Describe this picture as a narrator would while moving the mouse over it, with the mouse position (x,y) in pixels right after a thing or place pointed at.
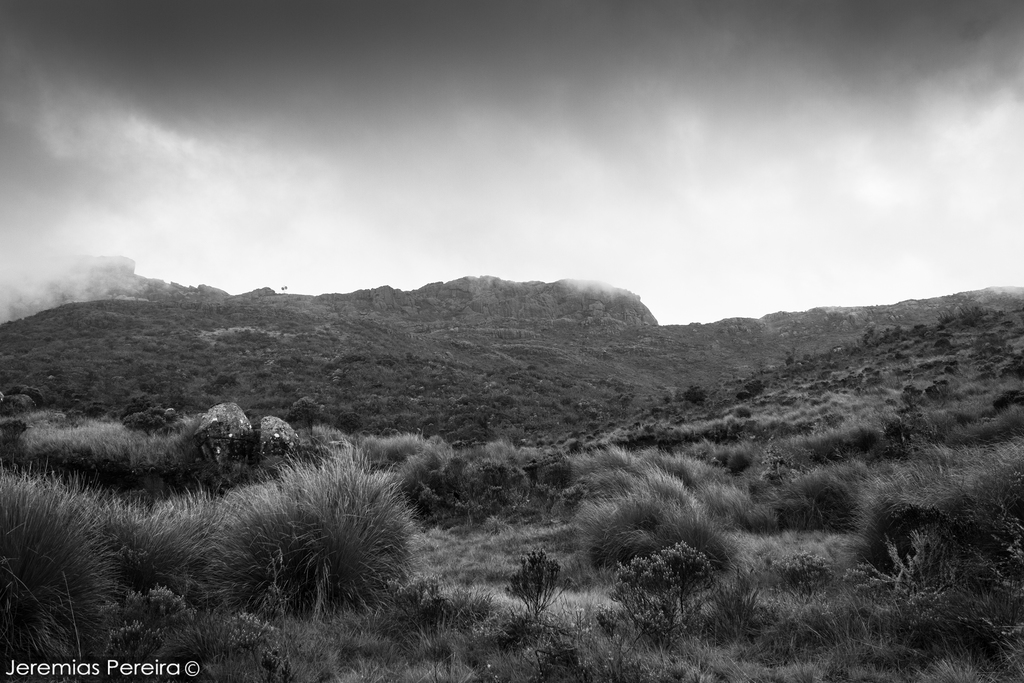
In this black and white image, we can see some plants (810,548) on the hill (563,364). There is a text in the bottom left of the image (180,670). There is a sky (581,204) at the top of the image (464,71).
